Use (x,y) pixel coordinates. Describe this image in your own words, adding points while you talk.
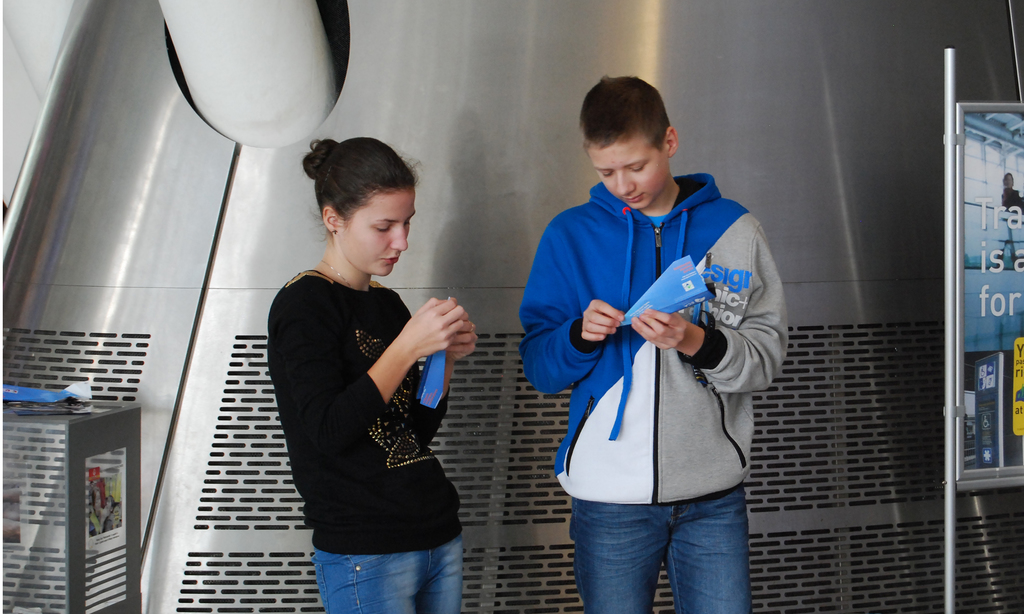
In the picture I can see a woman (370,427) wearing a black color dress (349,503) and a person (694,375) wearing blue and grey color jacket (668,393) are standing here by holding paper rockets (644,298) in their hands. Here I can see a board (982,439) on the right side of the image (1004,232) and some object (103,482) on the left side of the image (74,490).
